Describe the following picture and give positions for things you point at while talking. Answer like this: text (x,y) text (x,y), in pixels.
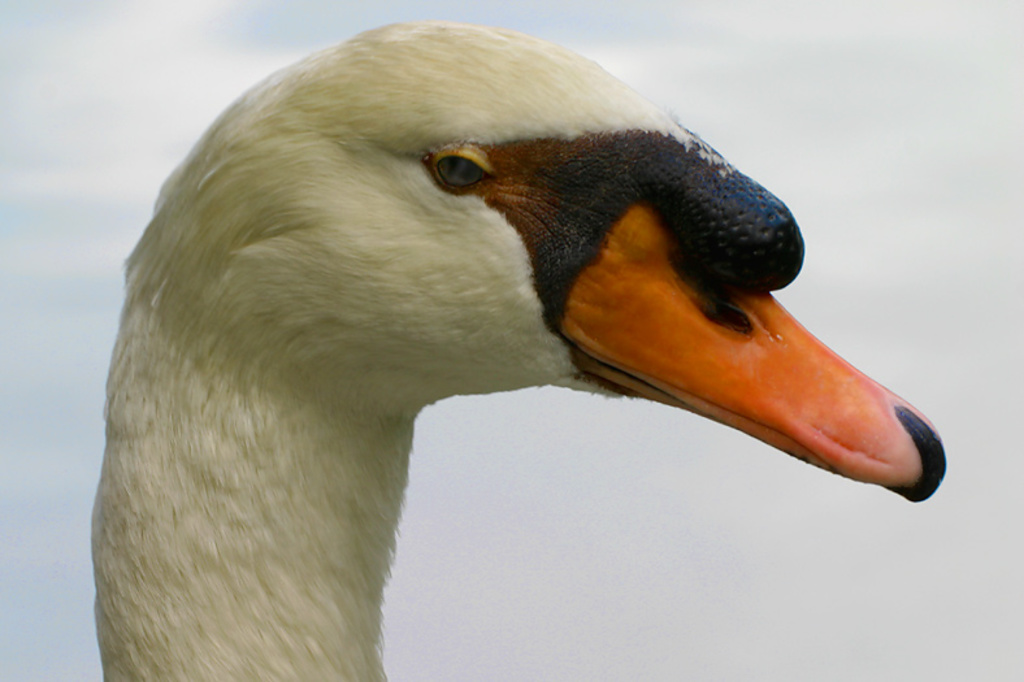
In the picture we can see a head part (505,355) of the swan (485,359) with orange color beak (717,414) and some part (740,312) of it is black in color.
